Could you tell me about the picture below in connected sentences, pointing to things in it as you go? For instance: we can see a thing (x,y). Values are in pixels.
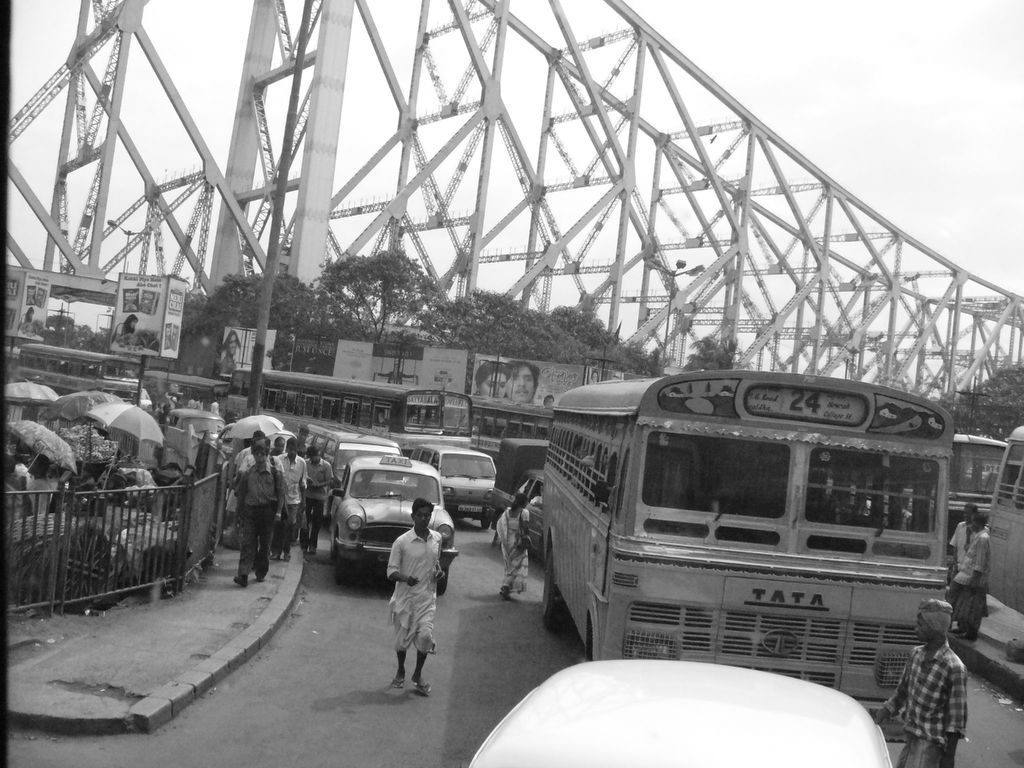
In this picture we can see vehicles (463,417) on the road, some people (243,563) are walking on the footpath (227,591), fence (58,573), umbrellas (17,390) and some objects (69,438). In the background (88,286) we can see banners (223,348), trees (375,295), bridge (893,337) and the sky (858,101).
